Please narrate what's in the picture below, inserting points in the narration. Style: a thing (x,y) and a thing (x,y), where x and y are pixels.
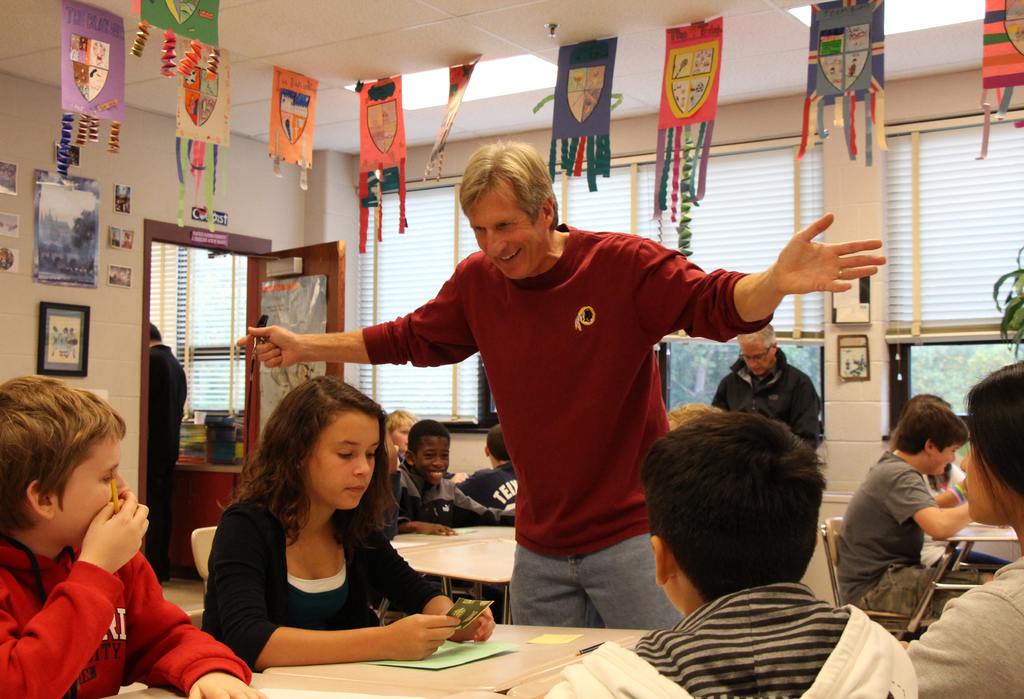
In this image we can see a person (625,486) standing on the floor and some children (478,521) sitting on the chairs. On the backside (308,78) we can see a roof (326,77), ceiling lights (411,101), papers (403,149) with ribbons (403,179), door (320,326), a person (171,353) standing beside the door (279,268), a photo frame (84,344) and the wall (105,356).
